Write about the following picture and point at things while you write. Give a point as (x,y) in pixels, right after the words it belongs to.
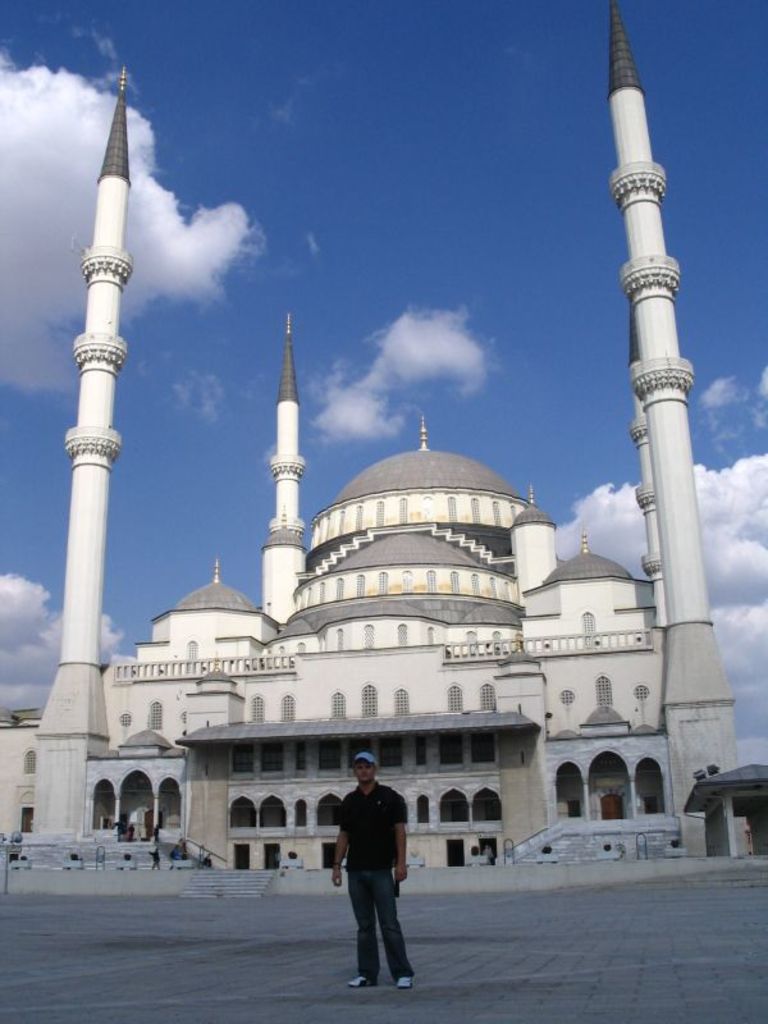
In this image, I can see a building (307,798) with the pillars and windows (260,712). At the bottom of the image (356,794), I can see a person (391,952) standing in front of the building (457,728). At the top of the image (328,267), I can see the clouds (29,74) in the sky (371,77).
